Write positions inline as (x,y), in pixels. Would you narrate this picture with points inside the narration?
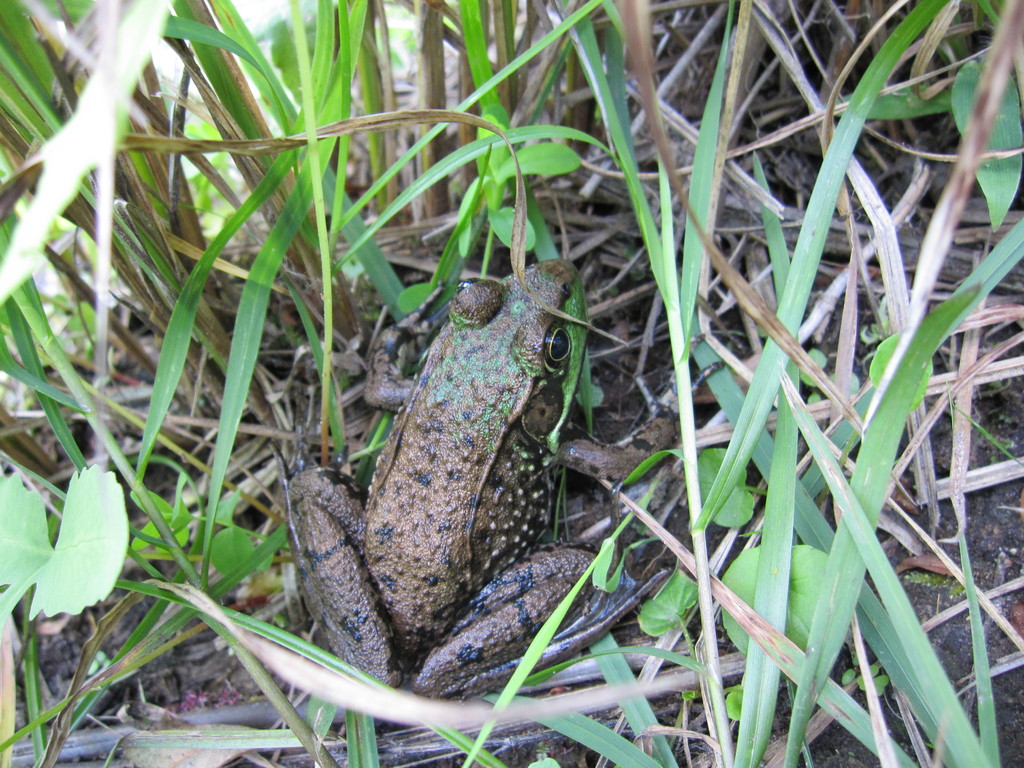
In the center of the picture (434,408) there is a frog (450,483), and the frog (394,564) there are plants (60,546), grass (868,545) and soil (1013,391).
